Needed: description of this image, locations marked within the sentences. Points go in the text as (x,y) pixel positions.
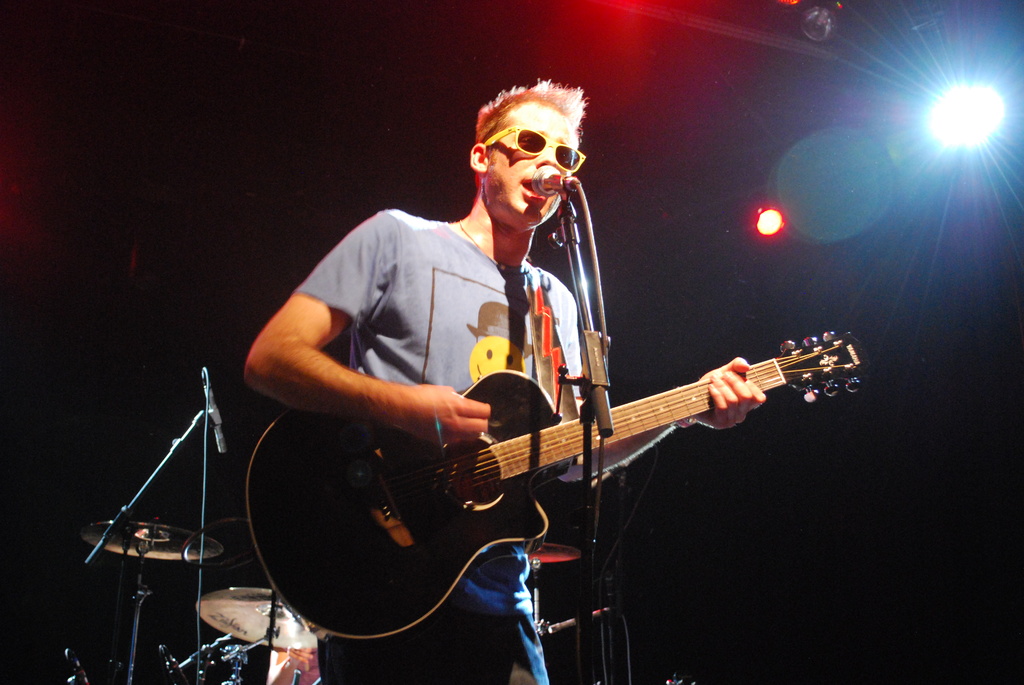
In this picture, it is a music concert a person (525,230) is wearing blue color shirt (398,227) who is singing a song, he is wearing spectacles (532,151), there is a mike (553,188) in front of him, he is holding a black color guitar (409,473) with his hands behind him there are few drums (236,618), in the background (336,182) there are few lights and it is a black color background (105,345).
